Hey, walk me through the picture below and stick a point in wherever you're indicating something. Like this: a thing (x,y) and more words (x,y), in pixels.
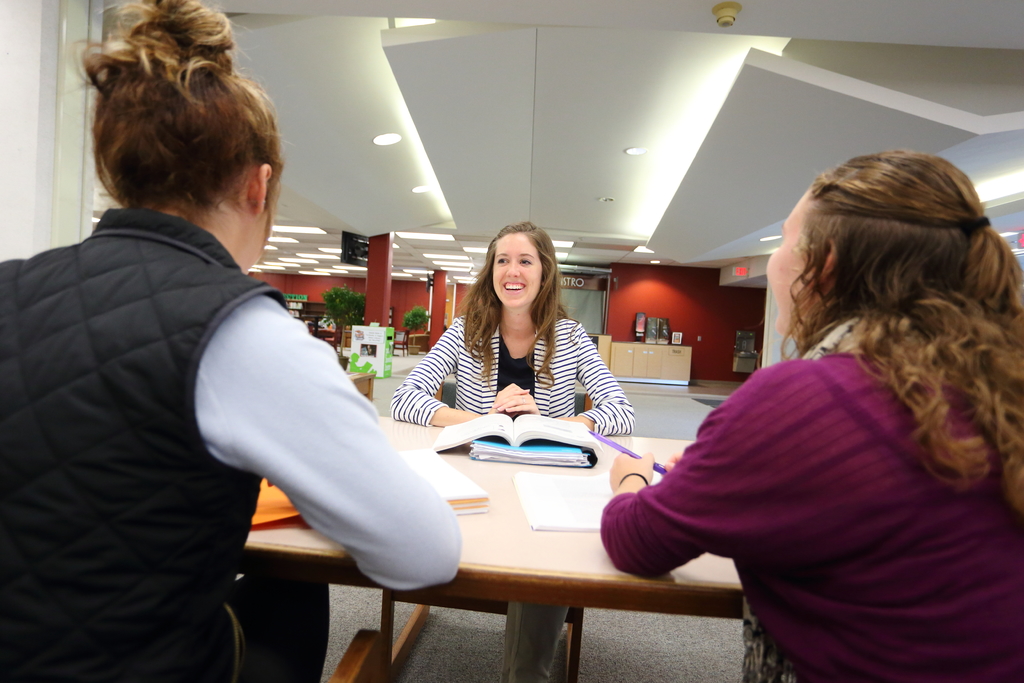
In the middle (433,401) a woman (437,419) is sitting and laughing at the top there are lights (642,153) on the left (226,529) and right two girls (699,526) are sitting looking at the straight side.
